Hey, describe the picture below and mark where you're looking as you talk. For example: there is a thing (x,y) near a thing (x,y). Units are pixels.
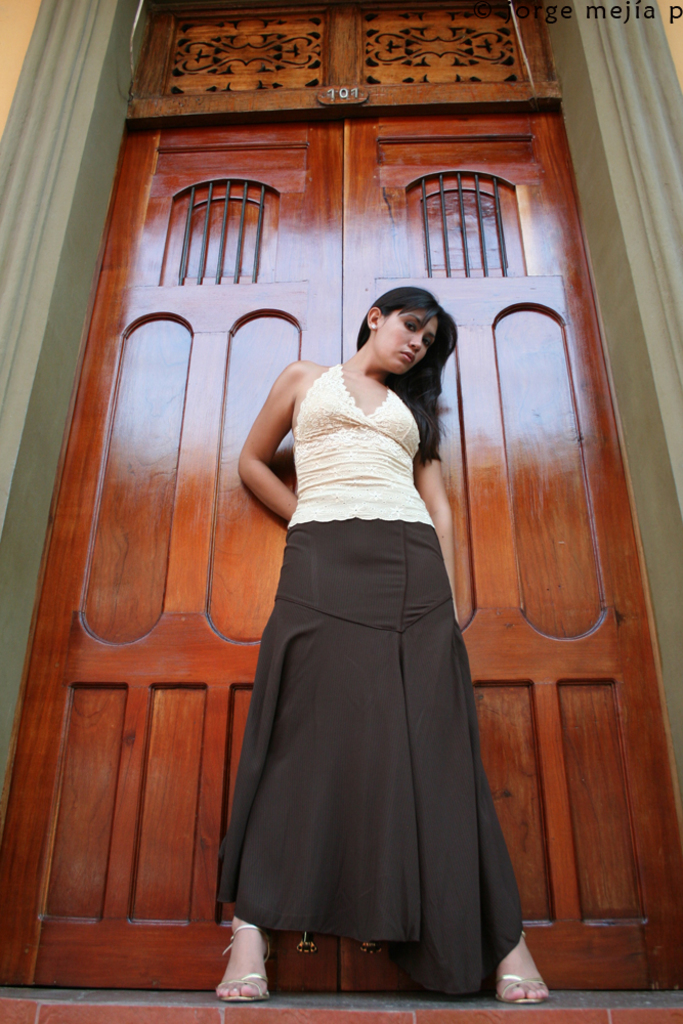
In this image, in the middle (450,530), we can see a woman (424,744) standing. In the background (110,407), we can see a door (122,778) which is closed.
